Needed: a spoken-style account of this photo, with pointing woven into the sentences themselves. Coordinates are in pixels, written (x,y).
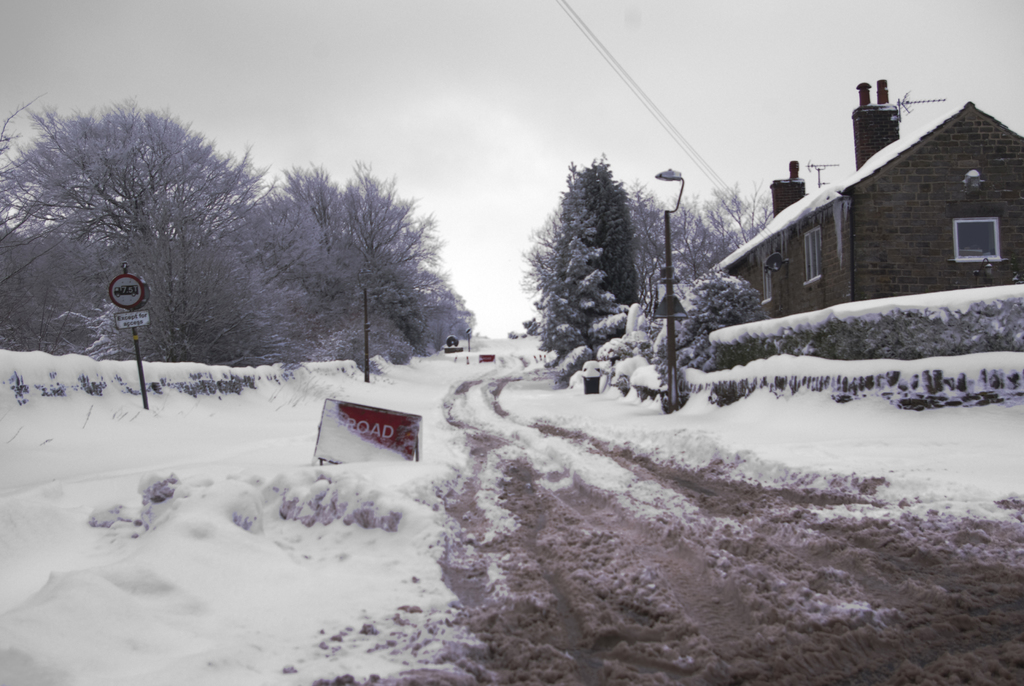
There is a road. On the road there is snow (398,400). On the sides of the road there are trees (162,252), light pole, and a sign board (138,298) with pole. On the right side (819,249) there is a building (809,248). In the background (383,76) there is sky (339,92).
